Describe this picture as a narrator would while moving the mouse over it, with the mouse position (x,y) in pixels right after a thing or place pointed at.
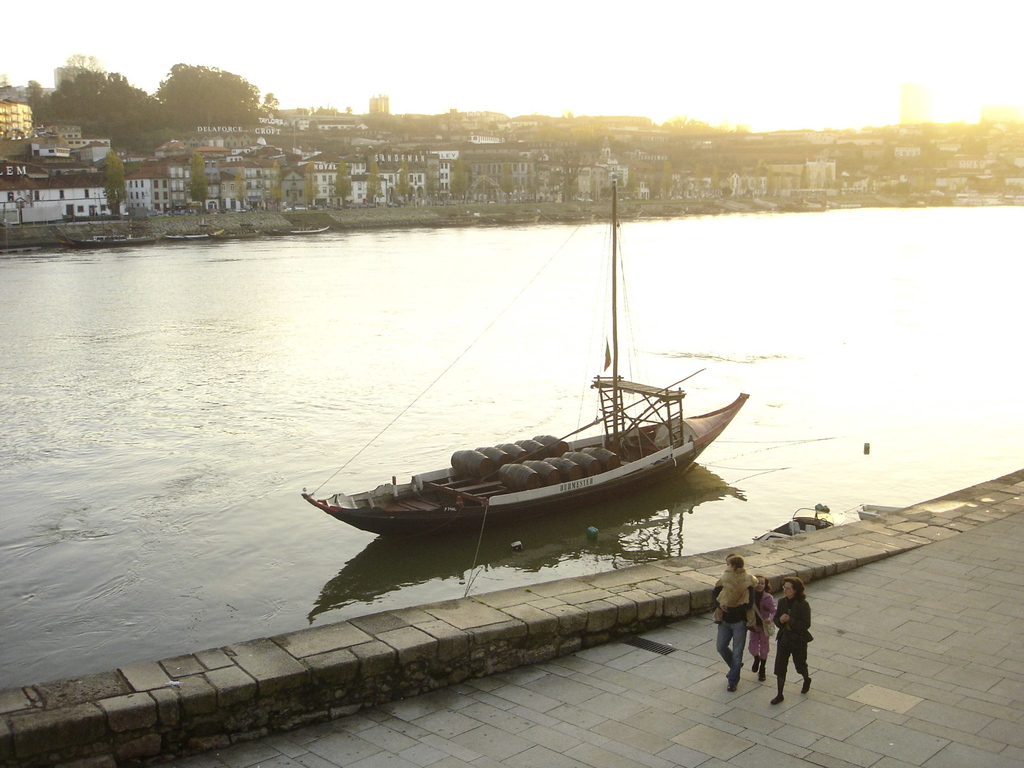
Here in this picture in the middle (639,422) we can see a boat (619,419) present in the river (567,561) over there and we can see number of barrels (547,470) in it and on the right side (715,644) we can see people (796,623) walking on the ground (697,677) over there and on the left side (62,166) we can see number of buildings (75,189) and houses (290,190) present all over there and we can also see plants (180,115) and trees (167,115) present here and there.
